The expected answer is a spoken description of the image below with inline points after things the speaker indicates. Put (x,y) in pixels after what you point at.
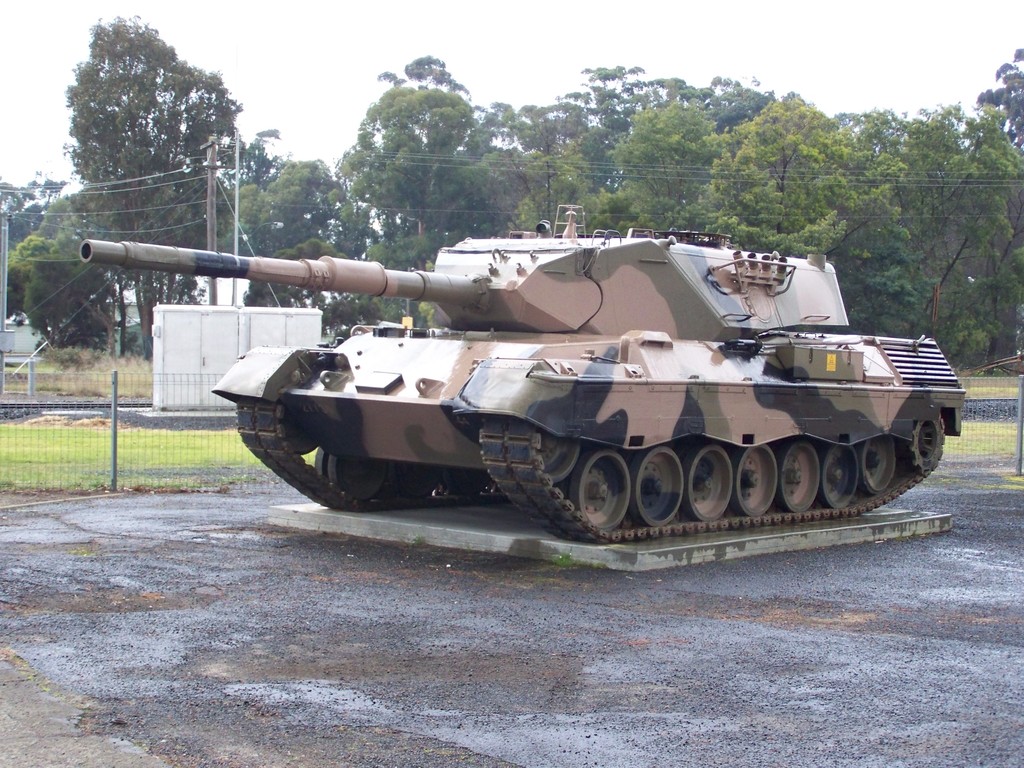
In this image, I can see a Leopard 1 tank (376,468), fence (161,467), electric boxes (166,363), trees (168,176) and a current pole (212,287) with wires (140,176). In the background (238,120), there is the sky (306,122).
